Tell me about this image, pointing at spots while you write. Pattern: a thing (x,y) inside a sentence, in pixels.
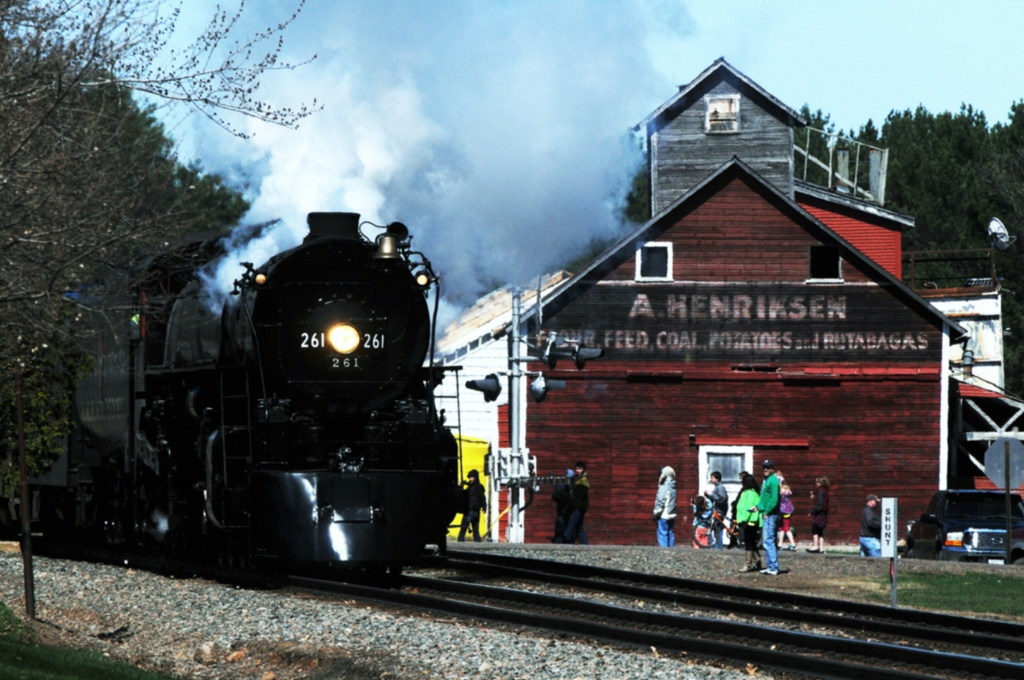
In this picture we can see a train (302,451) on a railway track (440,605), trees (79,218), stones (429,649), building (713,335) with windows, vehicle (981,547) and a group of people (741,491) standing on the ground (667,563) and in the background (451,128) we can see the sky (572,31) with clouds (608,70).
